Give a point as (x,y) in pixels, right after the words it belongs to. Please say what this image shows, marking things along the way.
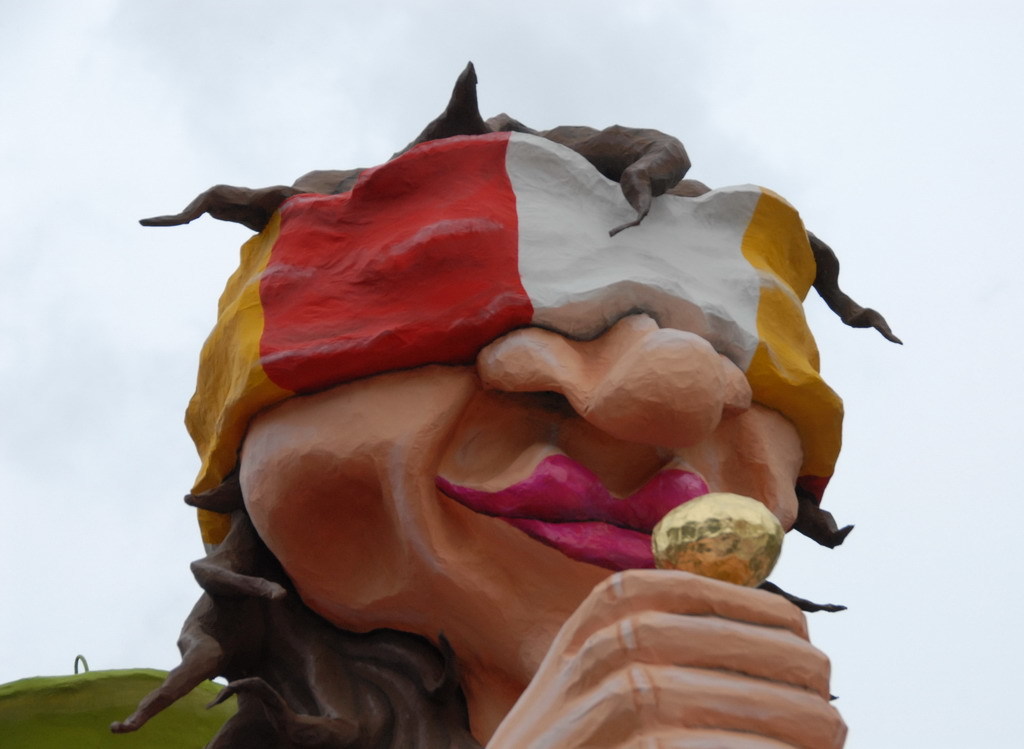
In this image we can see a statue (558,478). In the background (144,115), we can see the sky (735,43).
